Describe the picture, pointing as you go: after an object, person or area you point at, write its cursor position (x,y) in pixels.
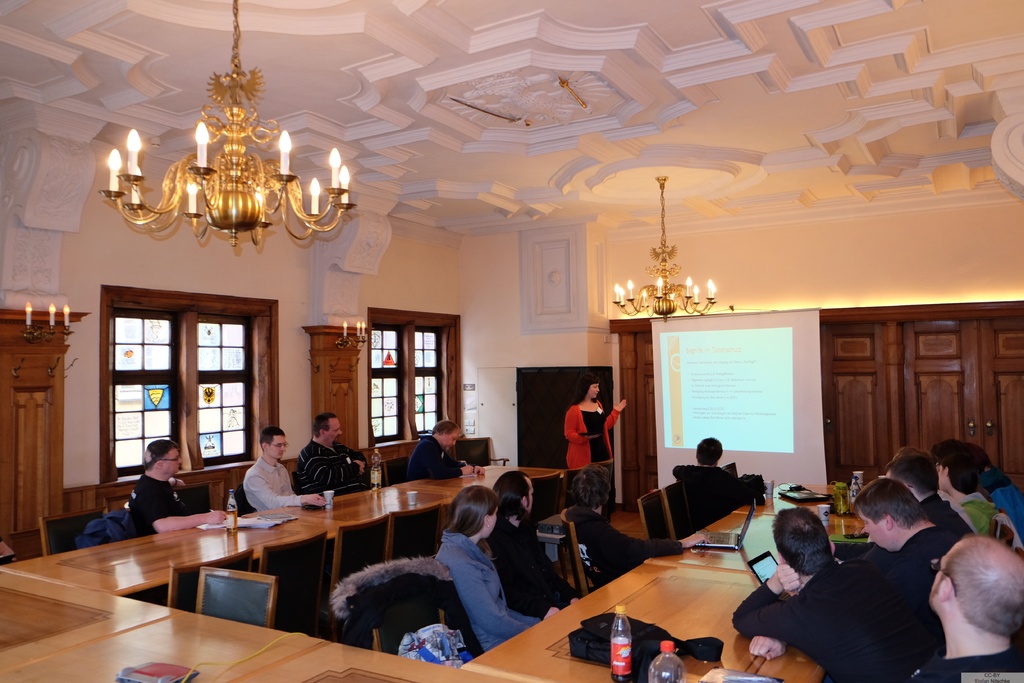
In this picture we can see some persons (575,495) are sitting on the chairs (538,486). This is table (217,680). On the table (536,654) there is a bag (595,659), bottles (629,625), laptop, and a glass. Here we can see a person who is standing on the floor (625,527). And this is screen (728,369). These are the lights (696,292) and this is window (184,372).
